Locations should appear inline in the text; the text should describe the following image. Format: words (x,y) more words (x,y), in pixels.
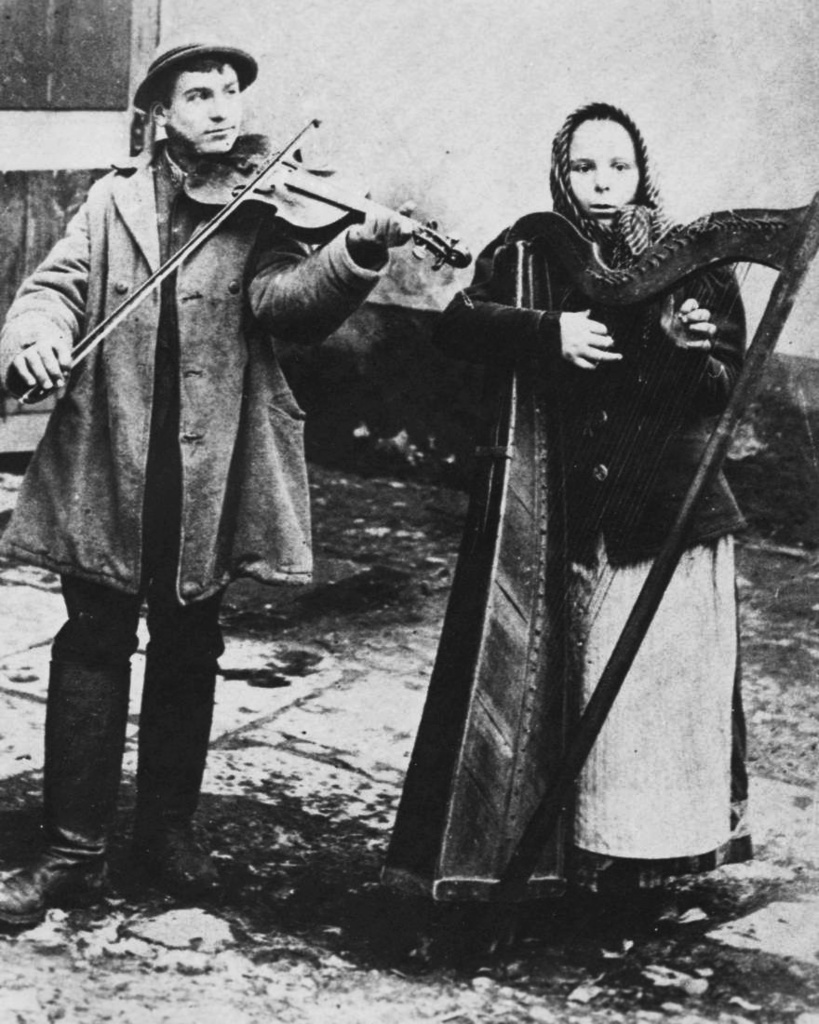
In this image I see a man (197,47) and a woman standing on the path (173,972) and both of them are holding an musical instrument (694,223). In the background (43,118) I can see the wall (394,154) and I can also say this is a black and white picture.
